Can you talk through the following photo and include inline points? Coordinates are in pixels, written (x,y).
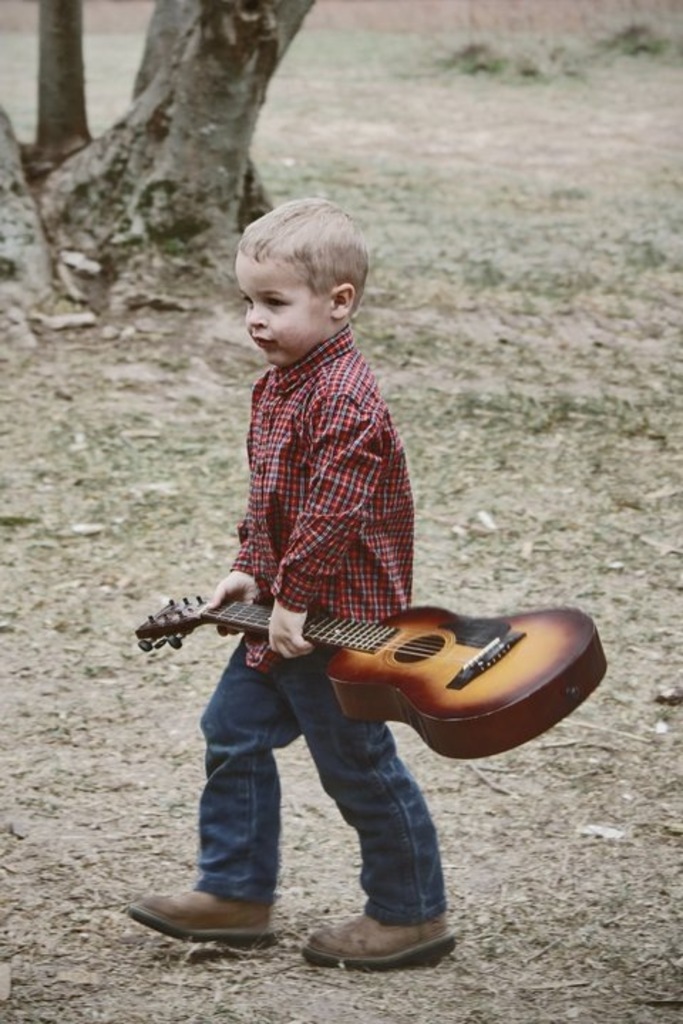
In this image I see a boy (286,491) who is holding a guitar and standing on the ground (95,577). In the background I see a tree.
